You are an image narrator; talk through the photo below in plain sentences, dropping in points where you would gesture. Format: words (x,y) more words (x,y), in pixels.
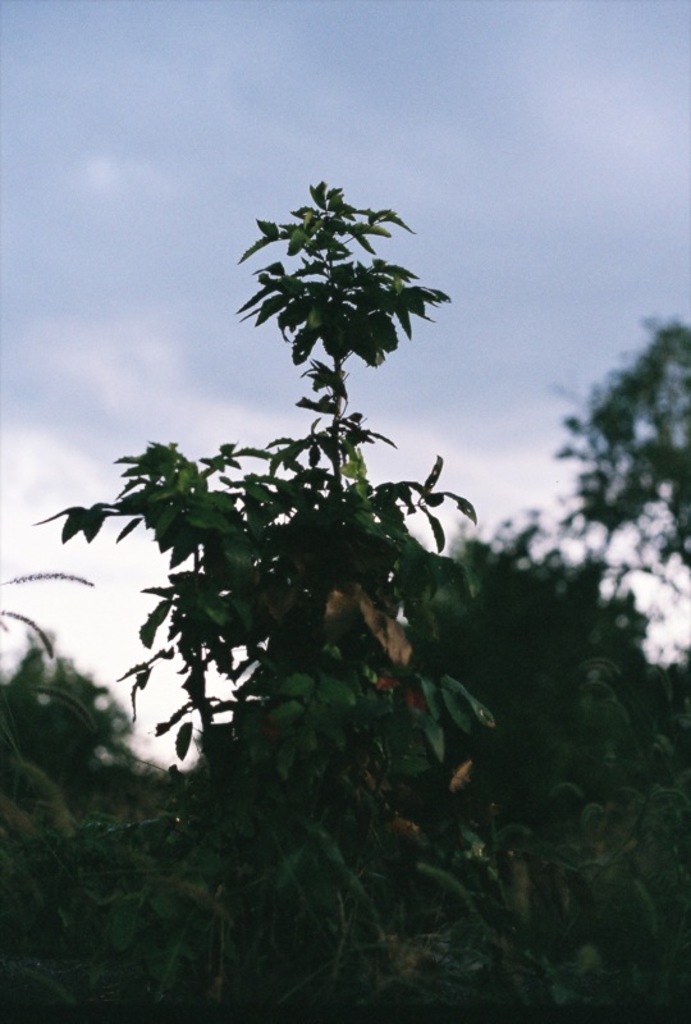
In the middle of the image (306,593), there is a tree (355,775) having green color leaves (383,513). In the background (566,535), there are trees (628,509) and there are clouds (171,101) in the sky (184,72).
